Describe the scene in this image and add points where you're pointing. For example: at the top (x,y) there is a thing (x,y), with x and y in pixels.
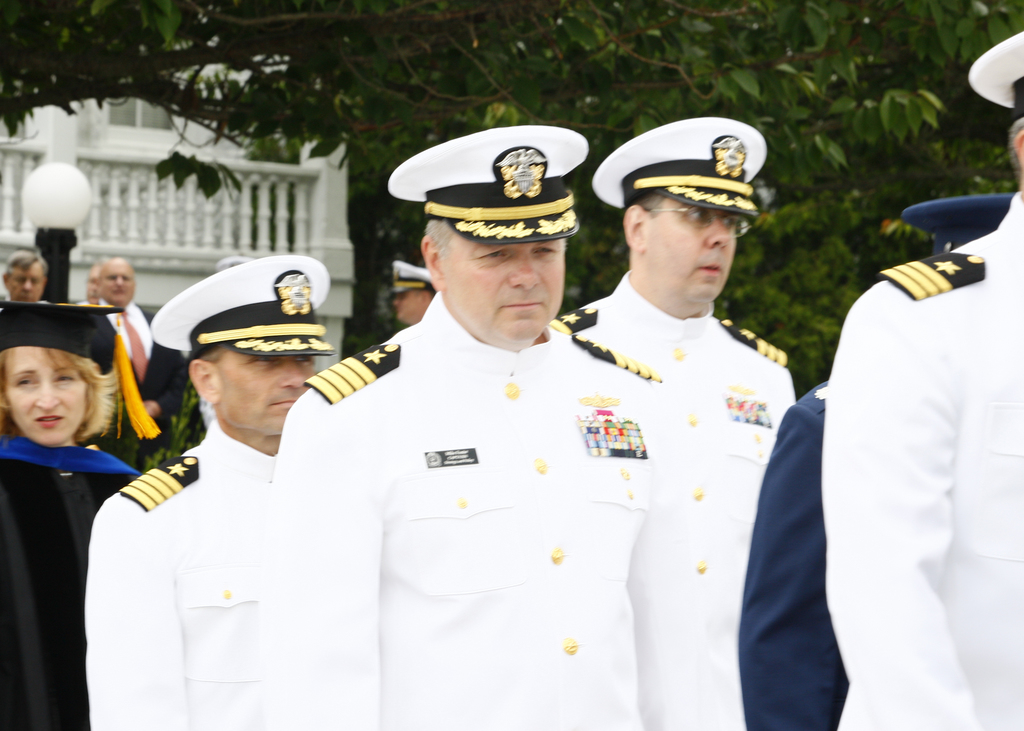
There are group of people (127,646) standing. They wore uniforms (475,450) and caps (283,334). This looks like a street light (63,216). I think this is the building (145,149) with windows (144,122). These are the trees (515,39) with branches (842,45) and leaves (842,45).
